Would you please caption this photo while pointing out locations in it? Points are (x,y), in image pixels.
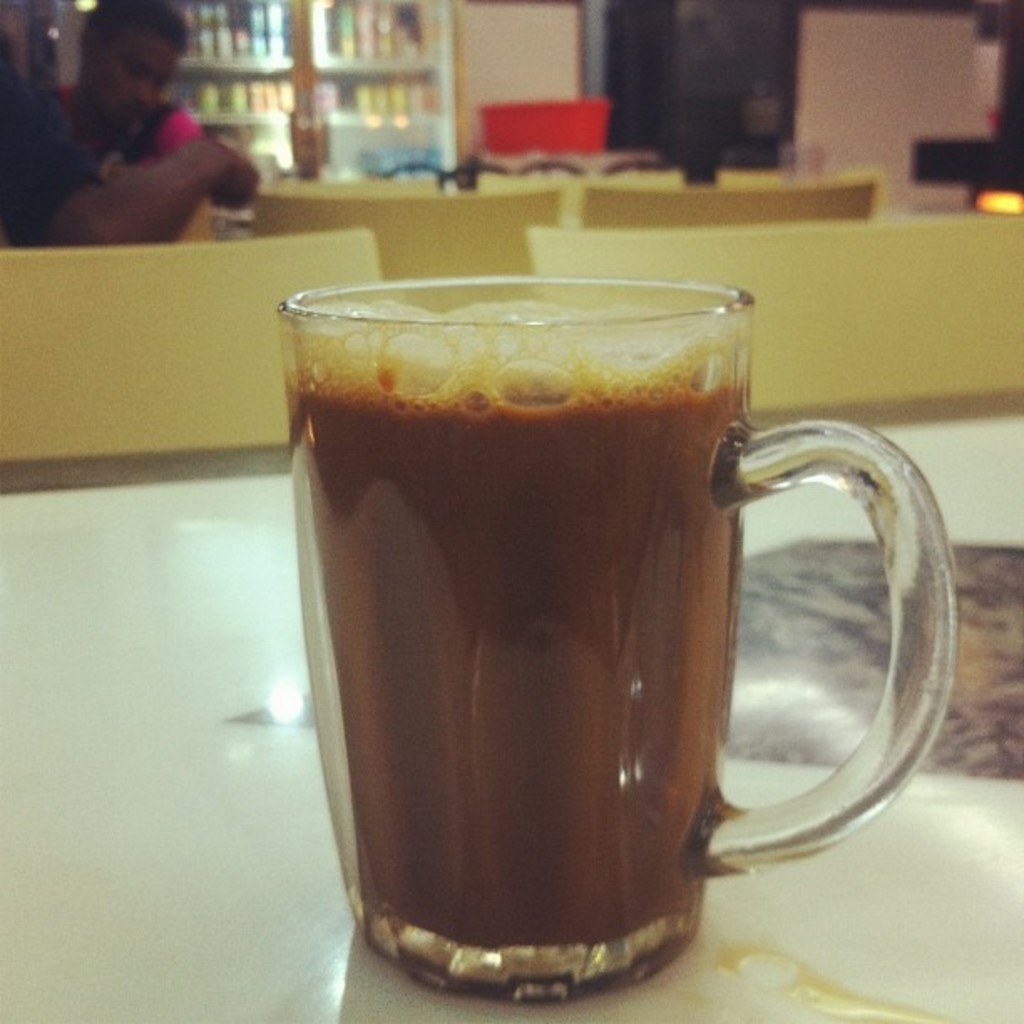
In this picture we can see a cup (370,521) on the surface (859,542) with drink (394,635) in it and in the background (391,204) we can see chairs (374,223), two people (117,103), wall (516,65), bottles (269,38) and some objects (401,62).
